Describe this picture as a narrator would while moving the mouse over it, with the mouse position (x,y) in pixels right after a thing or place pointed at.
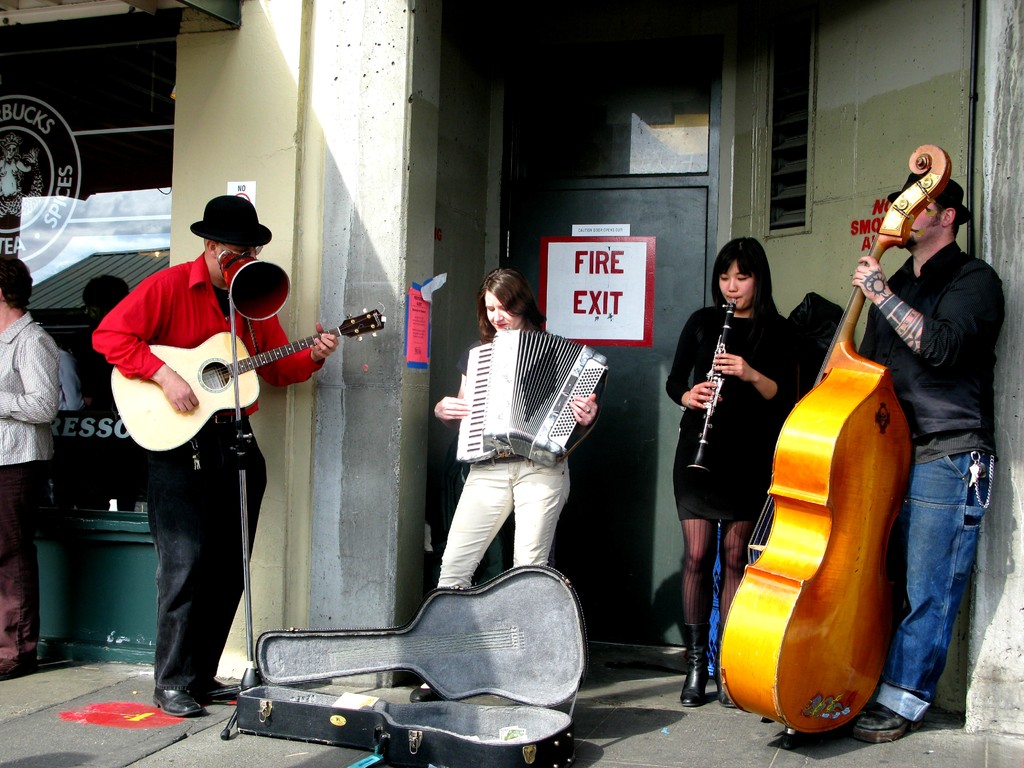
In this image there are group of persons (517,495) who are standing on the floor (855,755) and playing musical instruments (553,412).
